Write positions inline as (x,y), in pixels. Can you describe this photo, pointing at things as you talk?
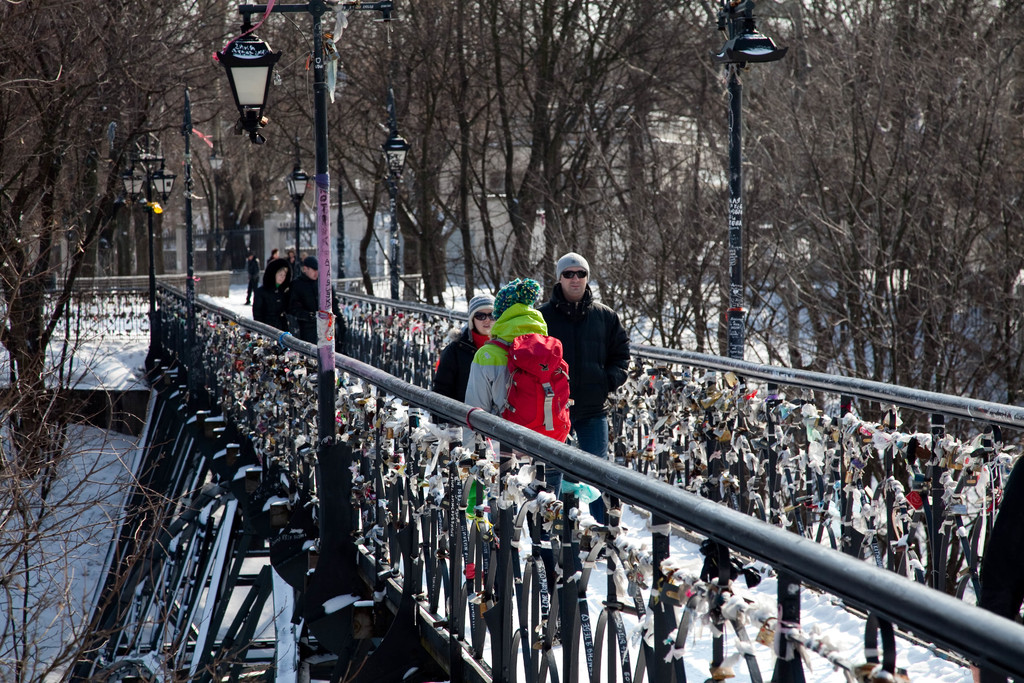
In this image we can see a few people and there is a bridge (364,500) covered with snow (241,298) and we can see some pole lights (242,55). There are some trees (461,132) and a building (305,249) in the background (752,248).
